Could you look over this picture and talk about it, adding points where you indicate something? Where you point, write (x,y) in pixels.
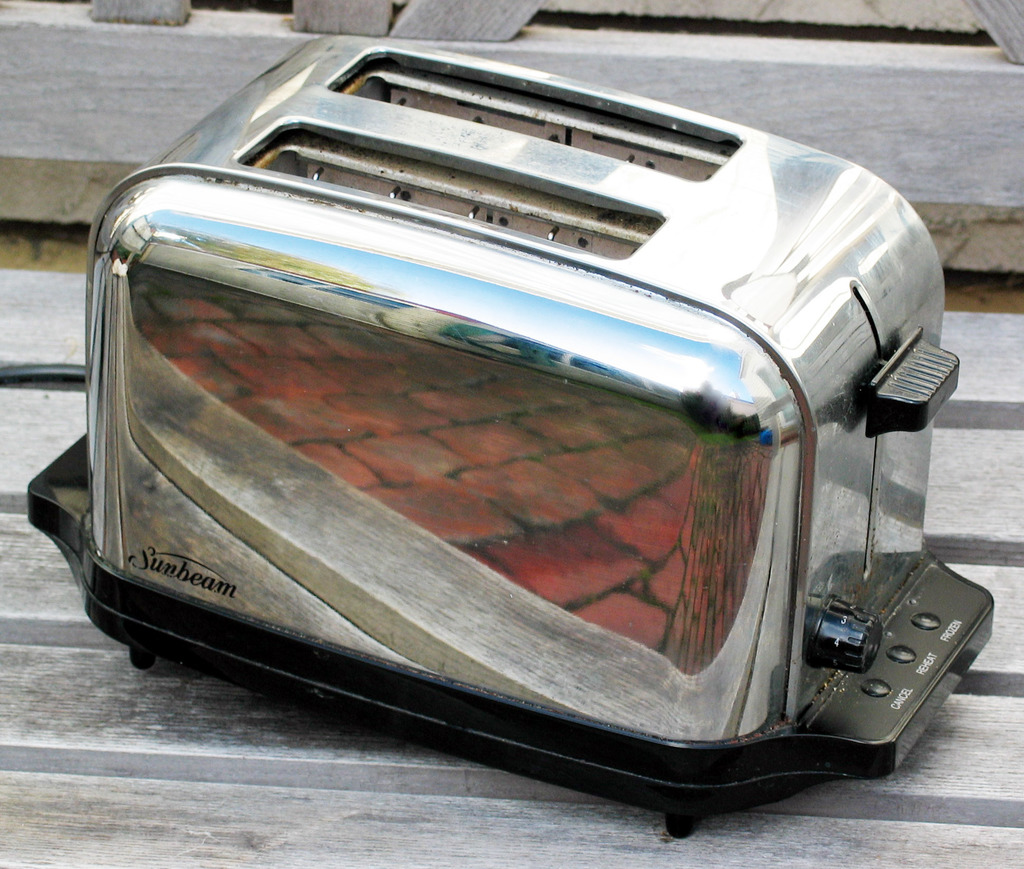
In this image I can see the silver and the black color object (537,596) on the wooden surface (226,779).
